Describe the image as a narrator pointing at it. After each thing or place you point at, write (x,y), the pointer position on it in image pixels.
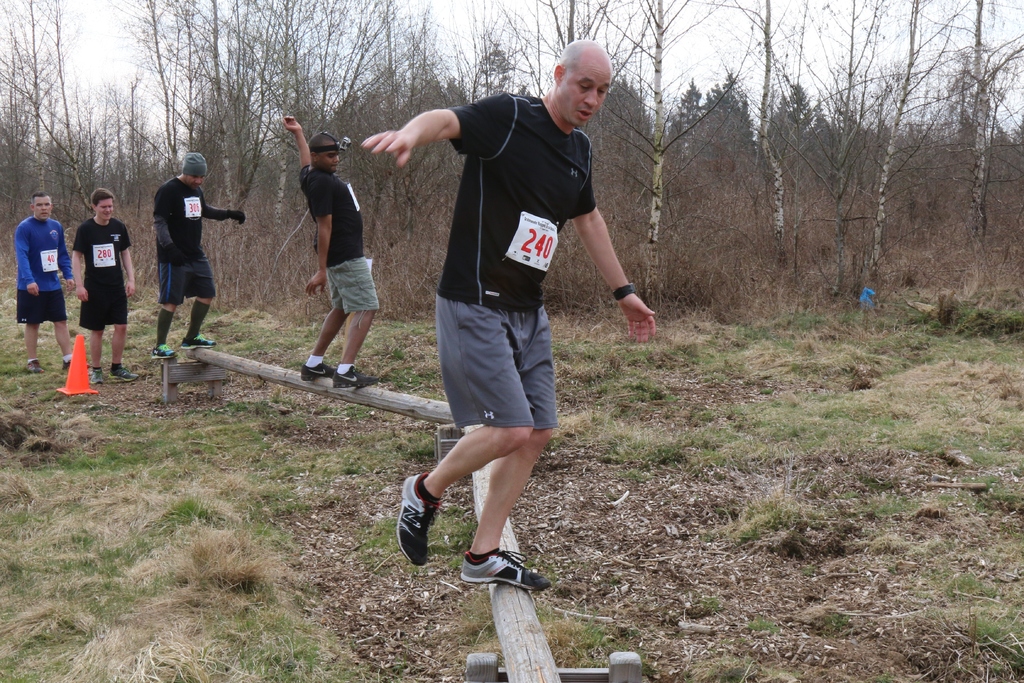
In this image there is a land (363,561), on that land (216,427) there is log (506,588), on that log (530,659) three men (495,529) are walking and two men (101,268) are standing, in the background (743,176) there are trees (793,149).
